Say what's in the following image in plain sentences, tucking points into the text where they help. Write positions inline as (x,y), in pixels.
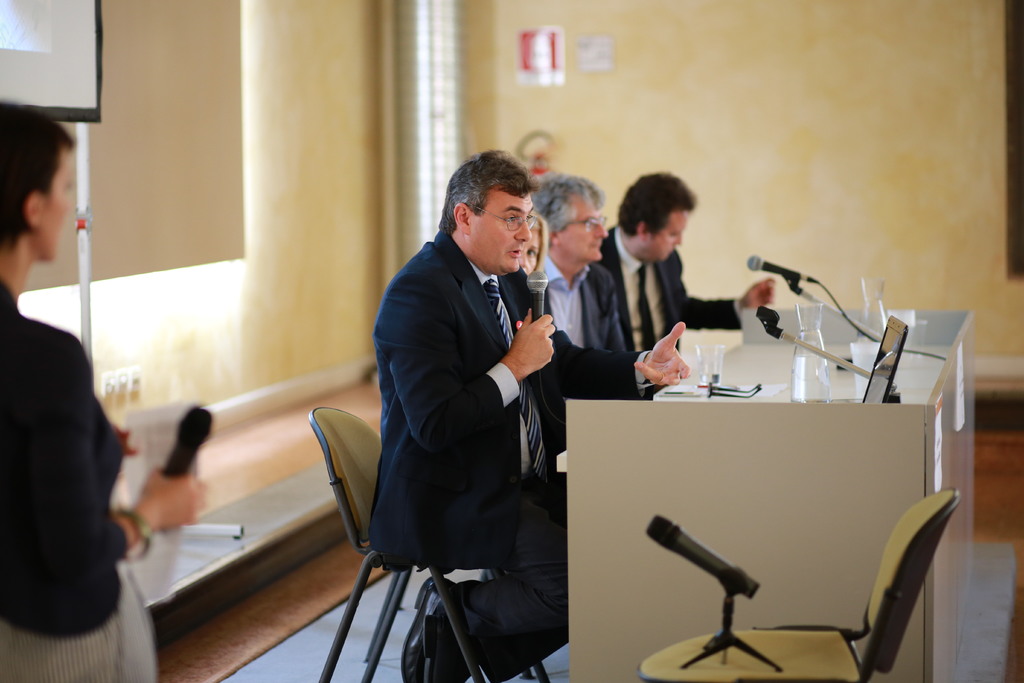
In this picture there are three men (557,324) sitting in the chairs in front of a table (790,442) on which some papers (688,391) water bottles (812,326) and mics (794,282) were placed. There is a mic (534,314) in one of the man's hand (522,351). Woman (17,211) is standing in the left side (45,438). In the background (571,115) there is a wall (720,86).
